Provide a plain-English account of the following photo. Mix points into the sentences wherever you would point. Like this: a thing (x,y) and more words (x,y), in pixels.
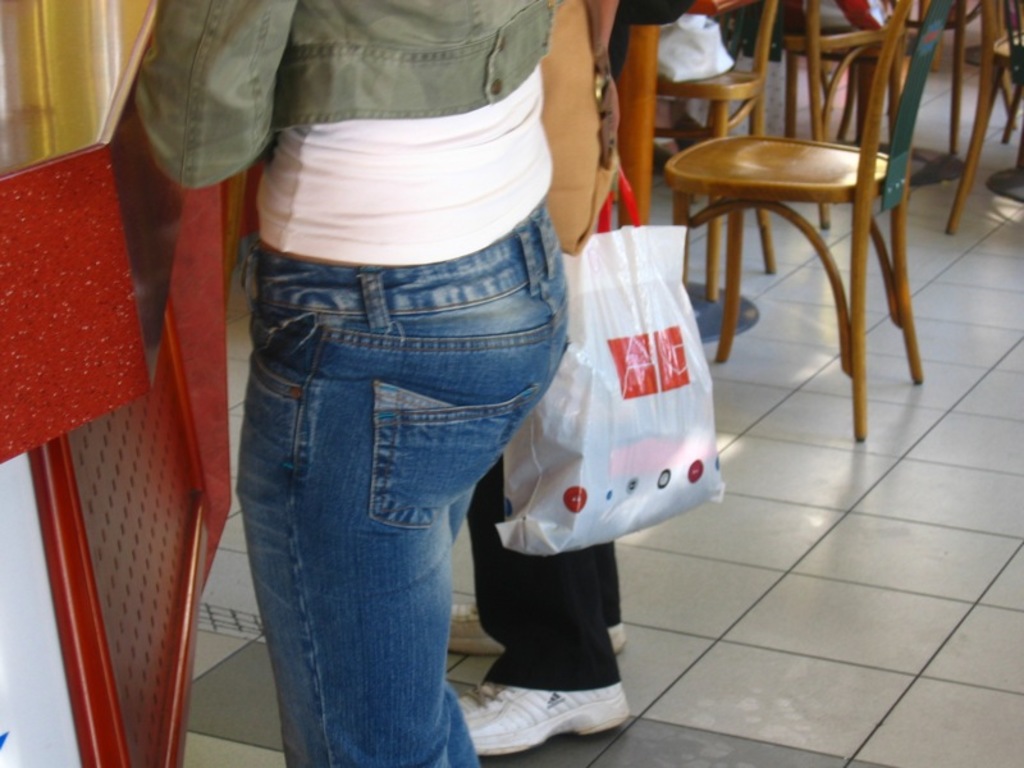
This image consists of chairs (889,77), two persons (419,341), one person (595,580) is holding cover (586,488). The one who is in the front side (429,424) is wearing blue jeans (378,581) and white color t-shirt (450,194) with coat (361,85). The one who is holding cover (536,472) is wearing black color pant (566,577), and white color shoes (504,709).
